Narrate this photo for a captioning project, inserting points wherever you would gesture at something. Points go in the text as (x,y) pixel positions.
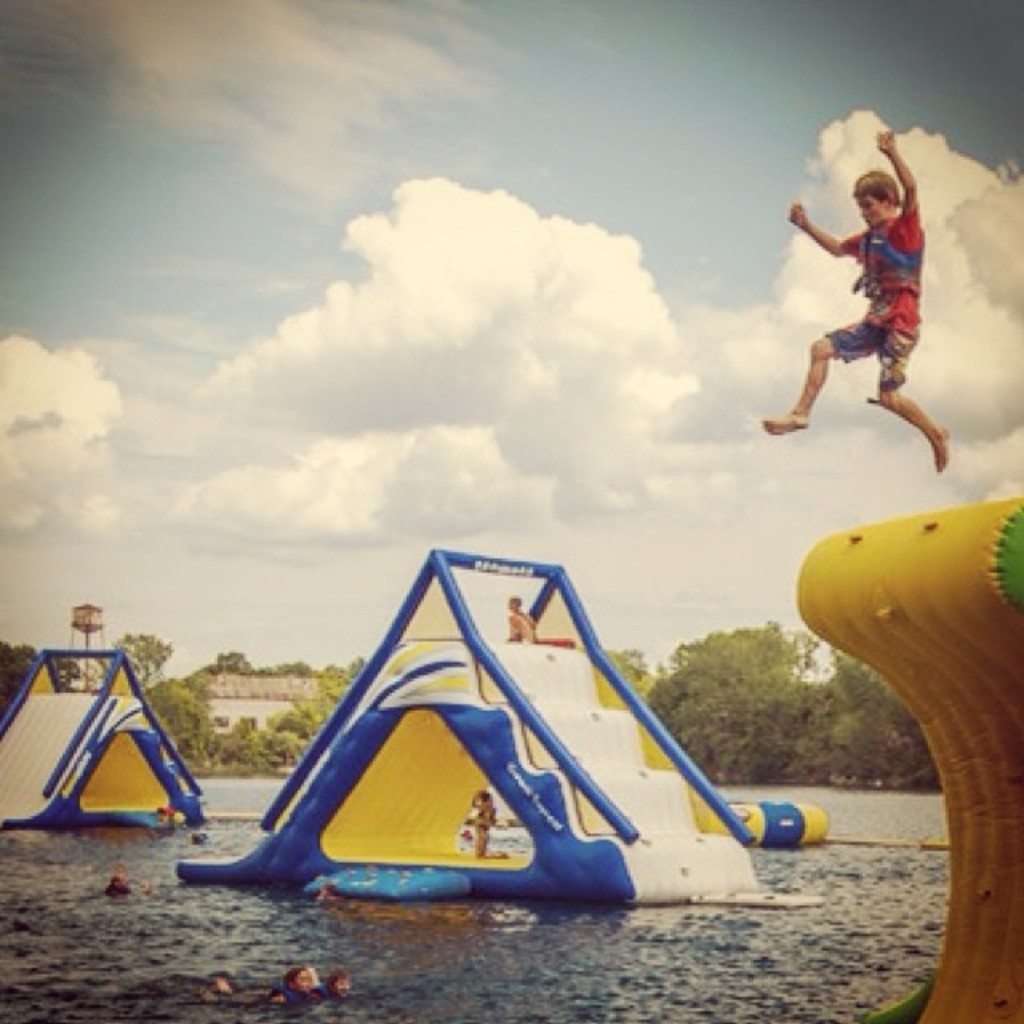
I think these are the inflatable objects (918,580). Here is a boy (799,416) jumping. These are the water (439,945). In the background (200,766), I can see the trees (213,749). This looks like a water tank (78,645). I can see the clouds (492,306) in the sky (595,291). At the bottom of the image (349,978), I can see a group of people (218,993) in the water (320,1010). I can see two people (484,804) on an object (459,851).
